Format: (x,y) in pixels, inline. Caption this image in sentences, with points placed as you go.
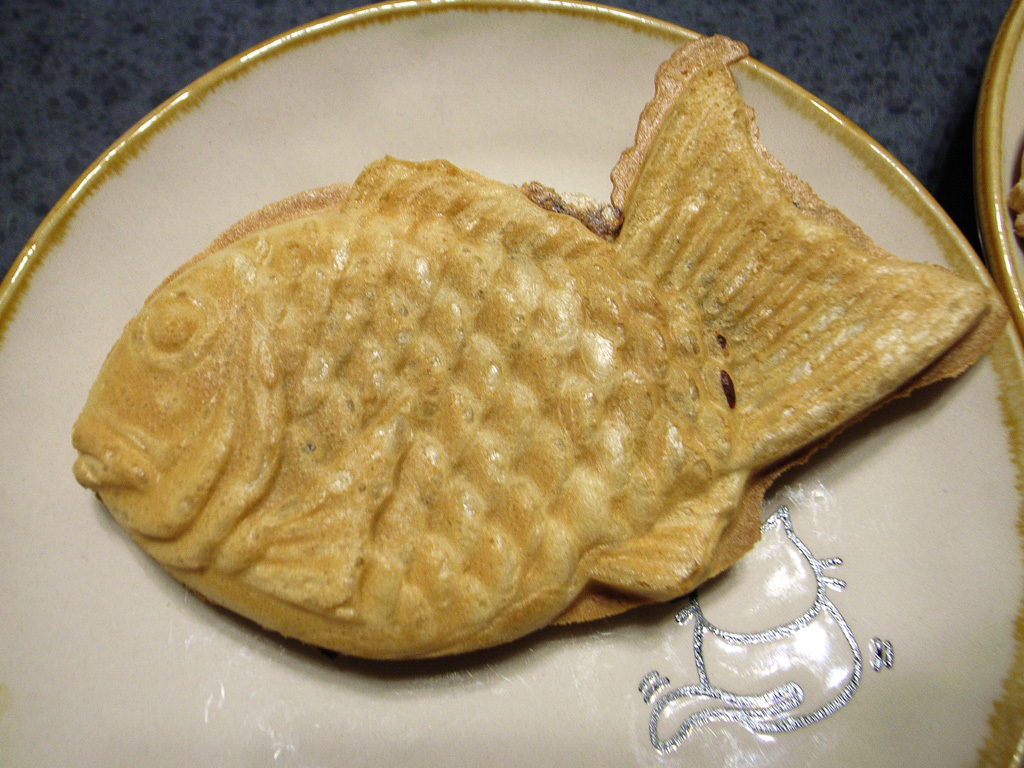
There we can see a food (715,400) on the white plate (626,62).
